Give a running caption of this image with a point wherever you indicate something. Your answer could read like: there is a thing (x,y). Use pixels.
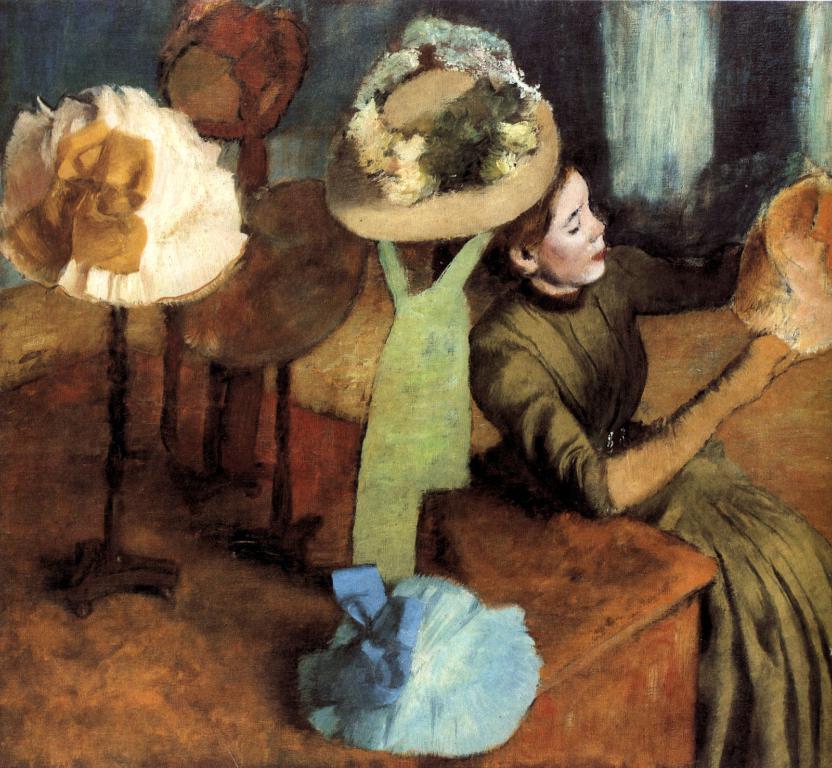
In the picture I can see the painting (238,497) in which I can see a woman (630,367) wearing green color dress (606,461) is sitting here. Here on the left side of the image (63,241) I can see the hats (241,134) are hanged to the stand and placed on the surface (628,601).
